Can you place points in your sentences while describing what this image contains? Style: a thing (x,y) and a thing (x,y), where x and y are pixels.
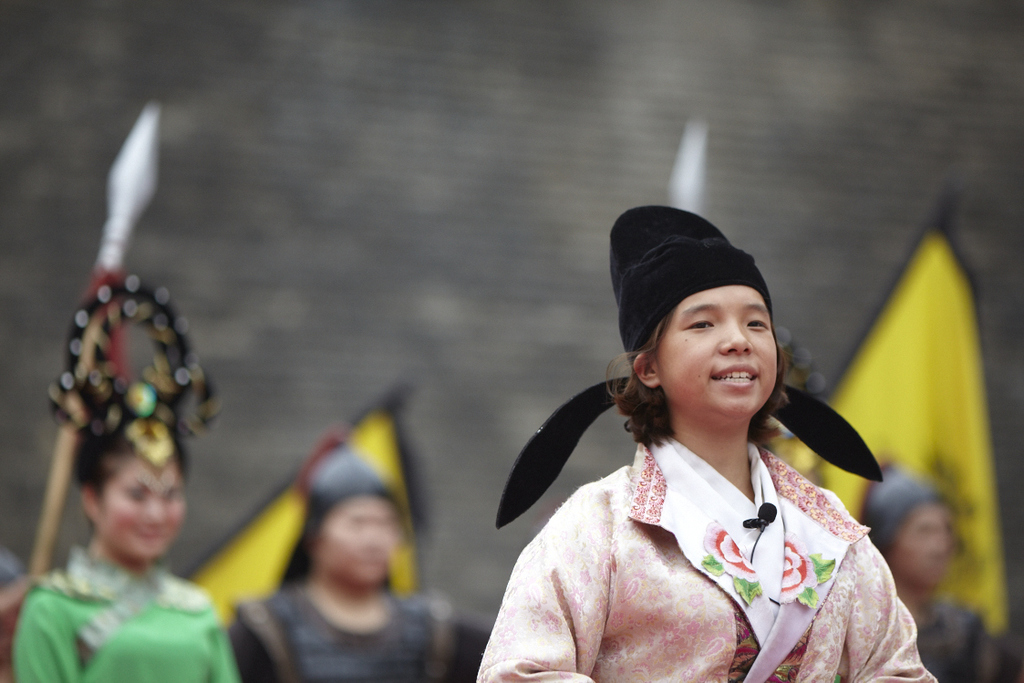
In this picture we can see people (768,552) wearing traditional dresses (206,608) and are standing on the ground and looking at someone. In the background (300,209), we can see flags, weapons (153,134) and a wall (426,183).
